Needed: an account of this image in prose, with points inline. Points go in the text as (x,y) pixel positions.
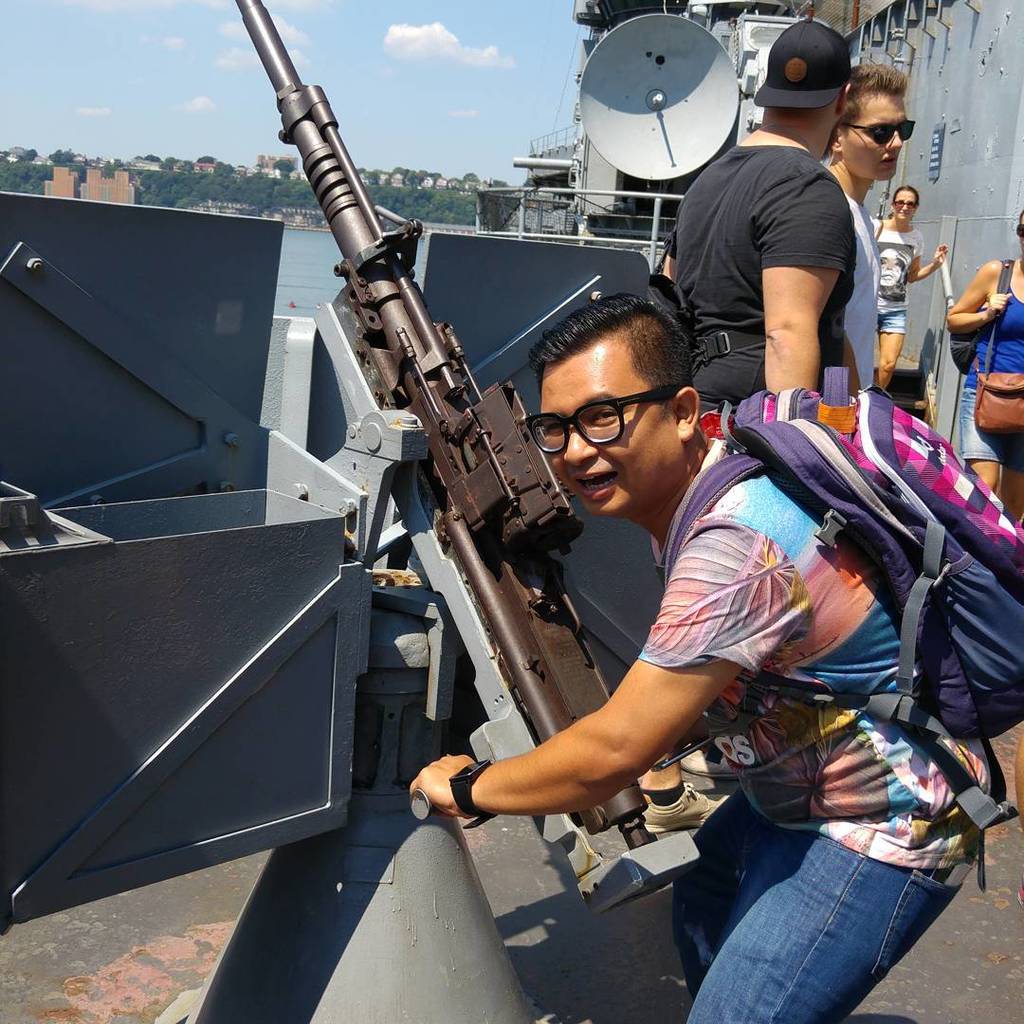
On the right side (745,796), there are men (745,830) and women (1023,307). One of them is holding an object (519,711). In the background (483,167), there are trees (80,165), buildings (291,176), water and there are clouds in the blue sky (465,7).
